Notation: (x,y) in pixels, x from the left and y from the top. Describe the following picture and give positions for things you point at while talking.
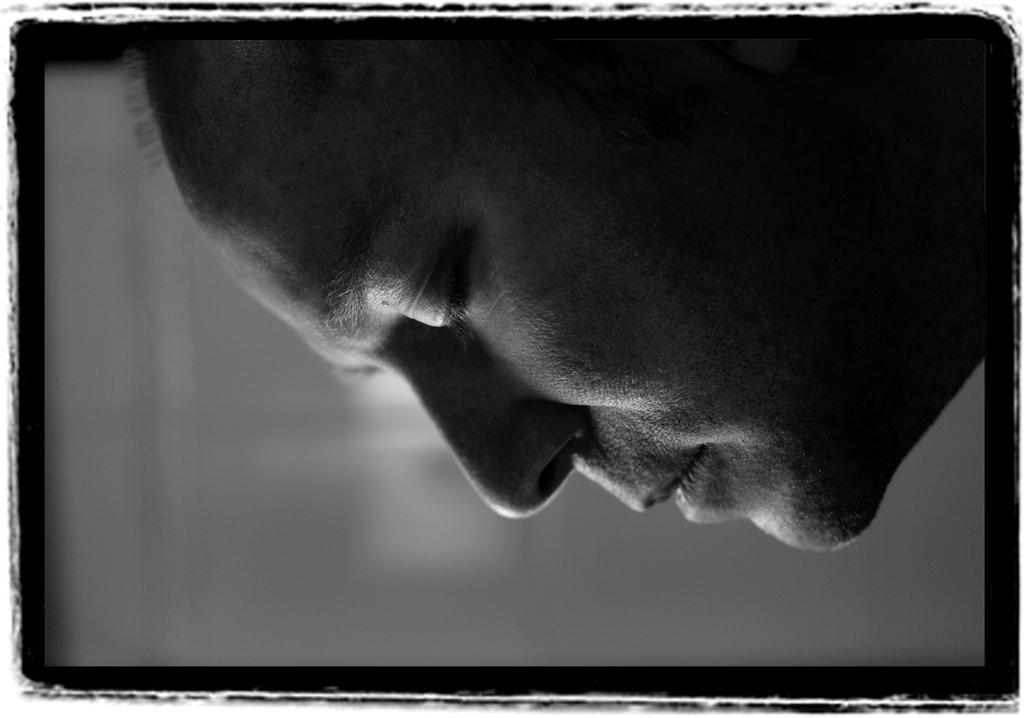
In this image we can see face (638,334) of a person (469,438). The background (233,460) is blurry.
